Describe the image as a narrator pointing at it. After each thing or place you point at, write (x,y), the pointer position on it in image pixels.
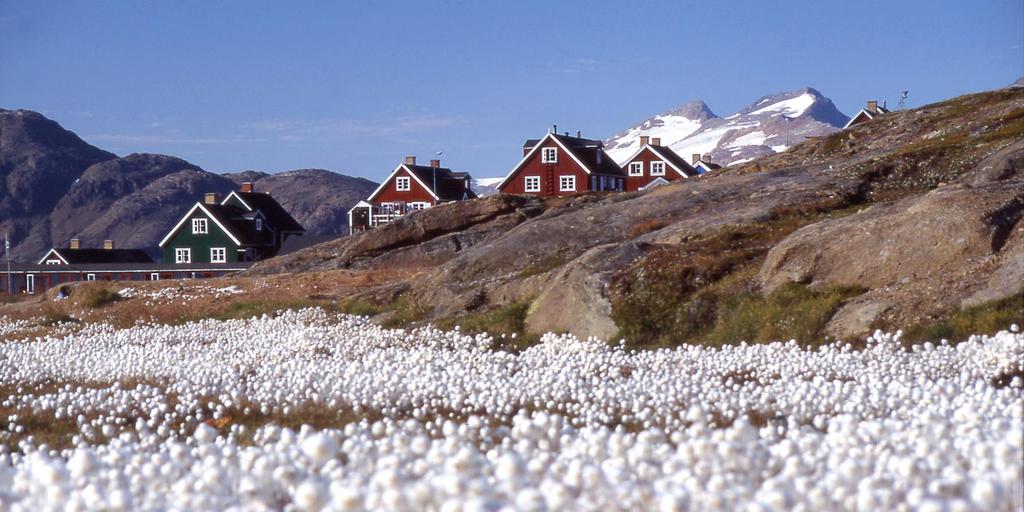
At the bottom (407,445), we see the plants (438,451) and the flowers (493,413) in white color. On the right side (711,253), we see the rocks (773,213) or hills (878,238). In the middle (519,189), we see the buildings (195,236) in brown and green color. There are hills (258,176) in the background (110,235). At the top (560,68), we see the sky (631,59).
